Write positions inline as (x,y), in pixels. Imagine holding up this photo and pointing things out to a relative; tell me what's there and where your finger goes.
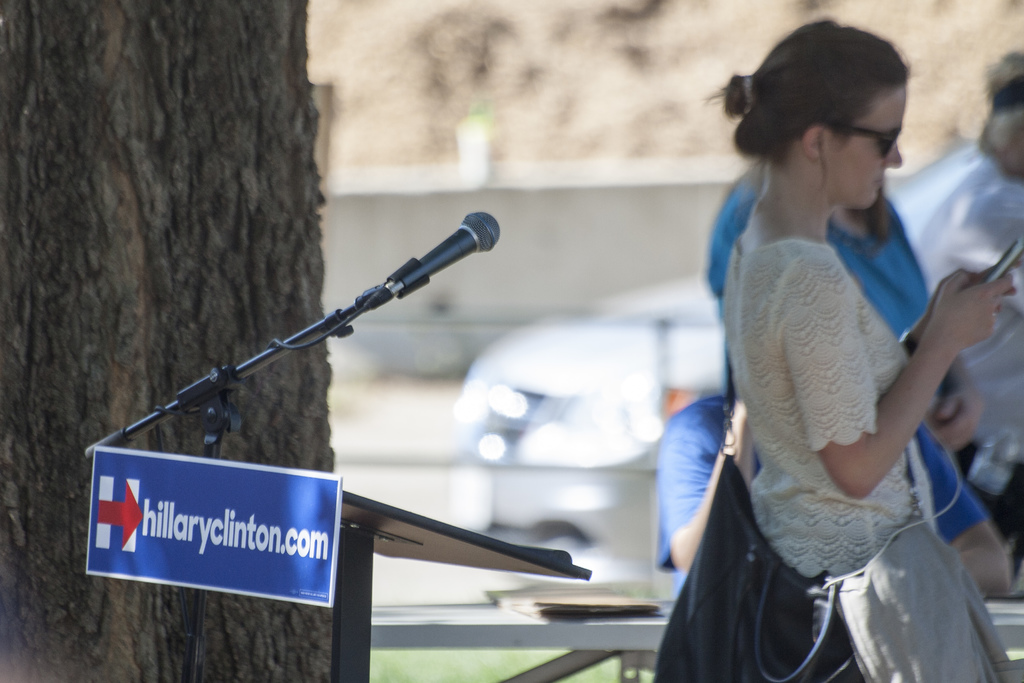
In this picture we can see about a girl (851,322) wearing white top (853,520), standing and seeing in the phone (993,273). Beside we can see another girl (884,295) is standing and looking to her. In front (382,542) we can see black speech desk (369,536) with microphone (467,237) attached to it. Behind we can see tree trunk (88,315).
